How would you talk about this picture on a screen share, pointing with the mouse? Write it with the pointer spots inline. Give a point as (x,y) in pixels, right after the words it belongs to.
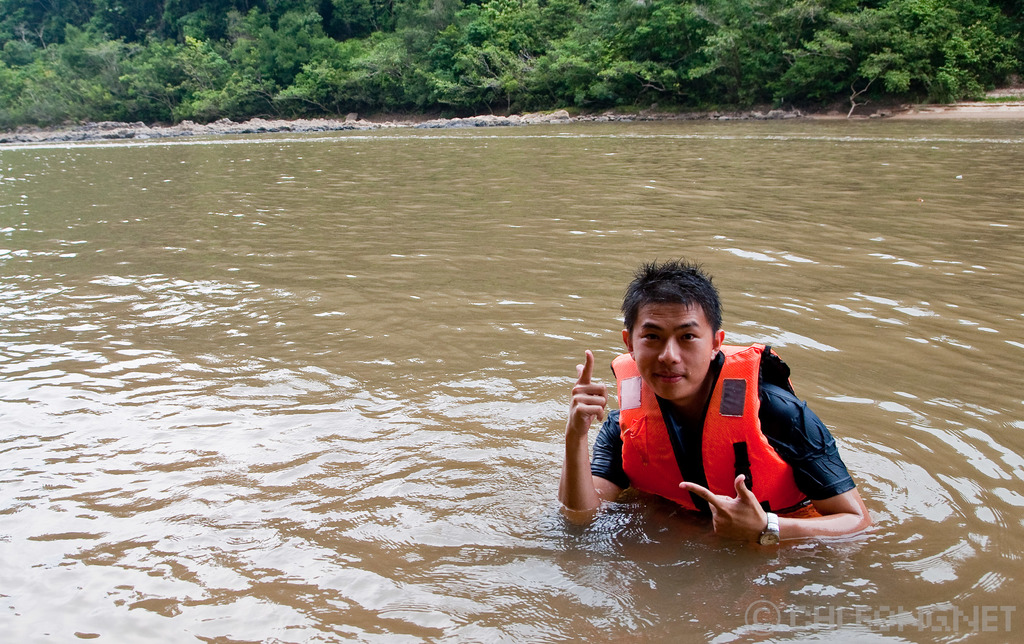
In this image we can see a man (710,415) wearing a lifejacket (718,471) in a large water body (370,385). On the backside (297,112) we can see some stones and a group of trees (777,79). On the bottom of the image (940,608) we can see some text (886,608).
